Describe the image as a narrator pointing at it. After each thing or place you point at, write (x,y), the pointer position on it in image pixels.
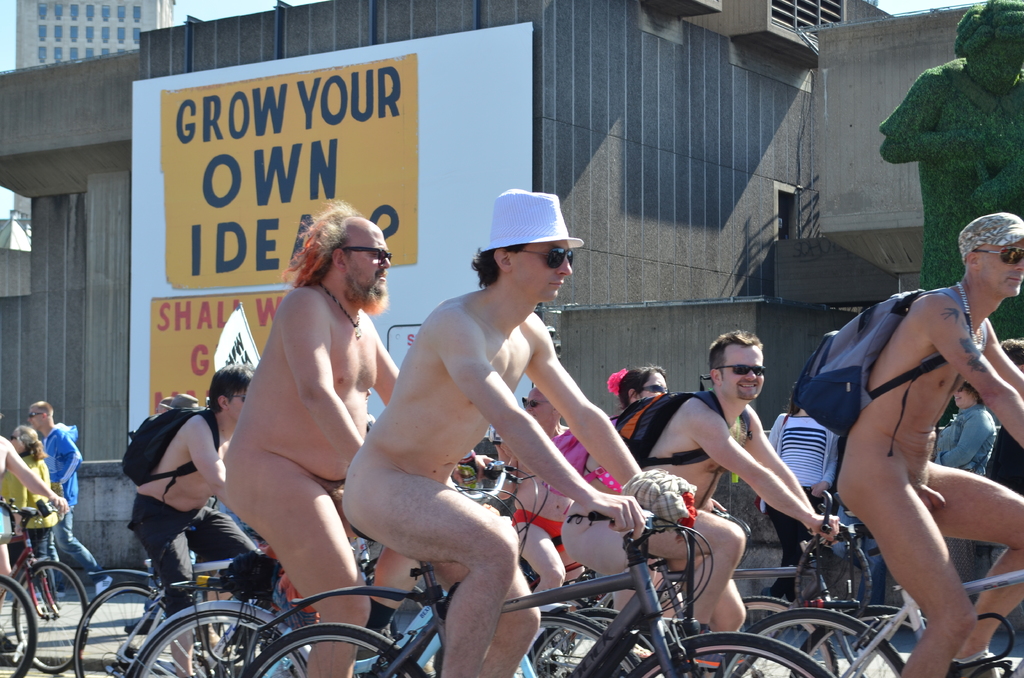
In this picture there are group of people (187,459) those who are cycling on the road (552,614), there is a building (86,164) on which there is a poster (404,274) at the center of the image (680,275) and there is a grass statue (1014,5) at the right side of the image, the people (237,384) those who are cycling on the road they are wearing the bags (207,413), sun glasses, and hat (539,197).
